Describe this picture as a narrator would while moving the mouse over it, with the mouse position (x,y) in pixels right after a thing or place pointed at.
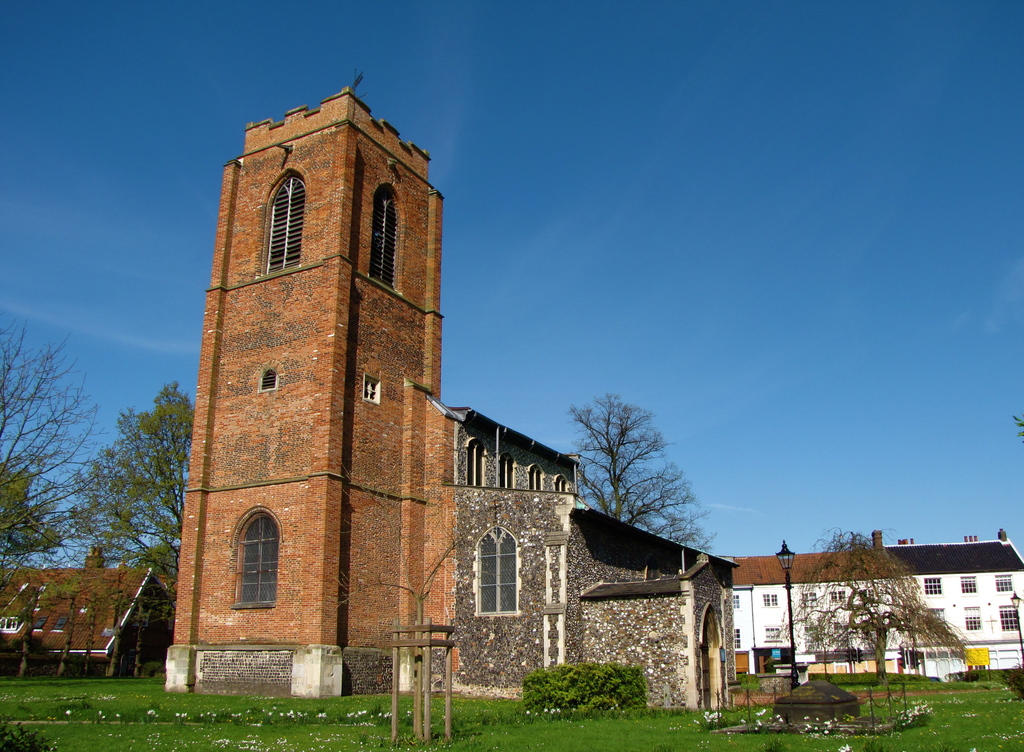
There is grass (679,746), pole (783,566), buildings (971,603) and trees (97,521).
